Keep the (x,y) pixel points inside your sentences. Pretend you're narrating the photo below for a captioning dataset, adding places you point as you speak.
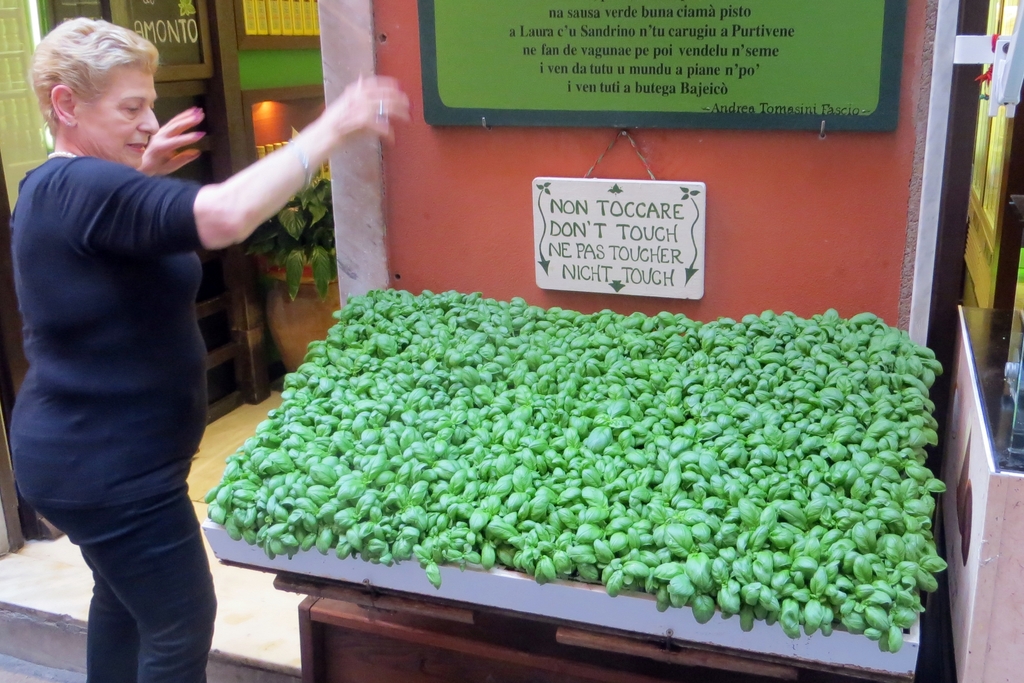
In this picture we can see a woman (150,303) standing, name boards (680,73) on the wall (504,177), leaves (564,346), house plant (296,243) on the floor (256,417) and in the background (261,385) we can see some objects (313,89).
